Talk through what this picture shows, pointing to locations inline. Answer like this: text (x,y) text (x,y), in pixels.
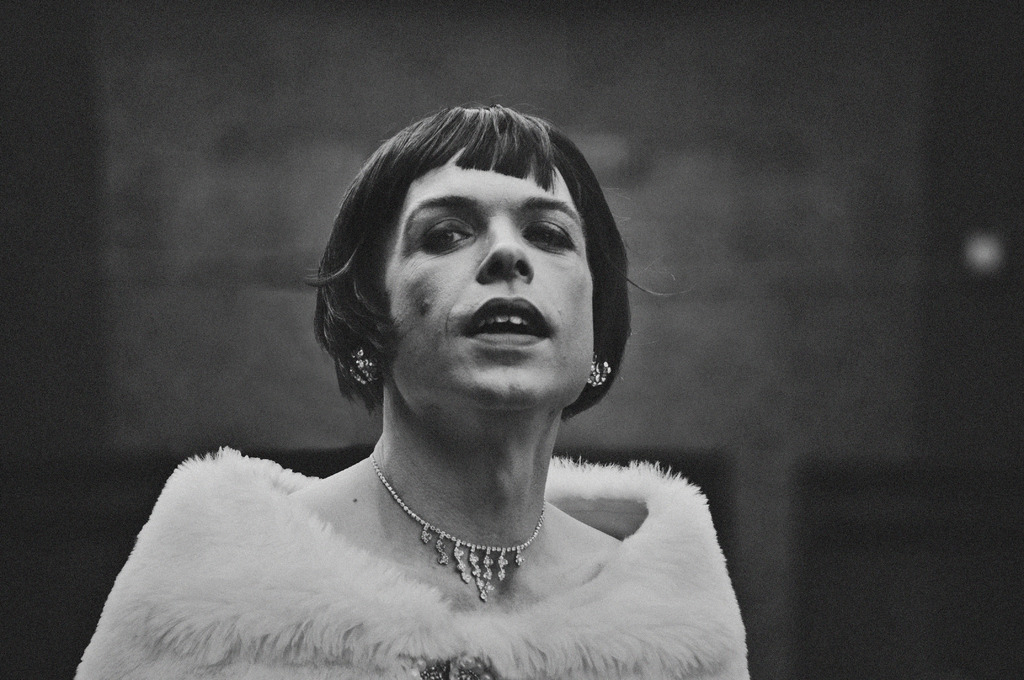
In the image we can see there is a woman (458,294), she is wearing feather jacket (184,547) and necklace (491,589). The image is in black and white colour.
